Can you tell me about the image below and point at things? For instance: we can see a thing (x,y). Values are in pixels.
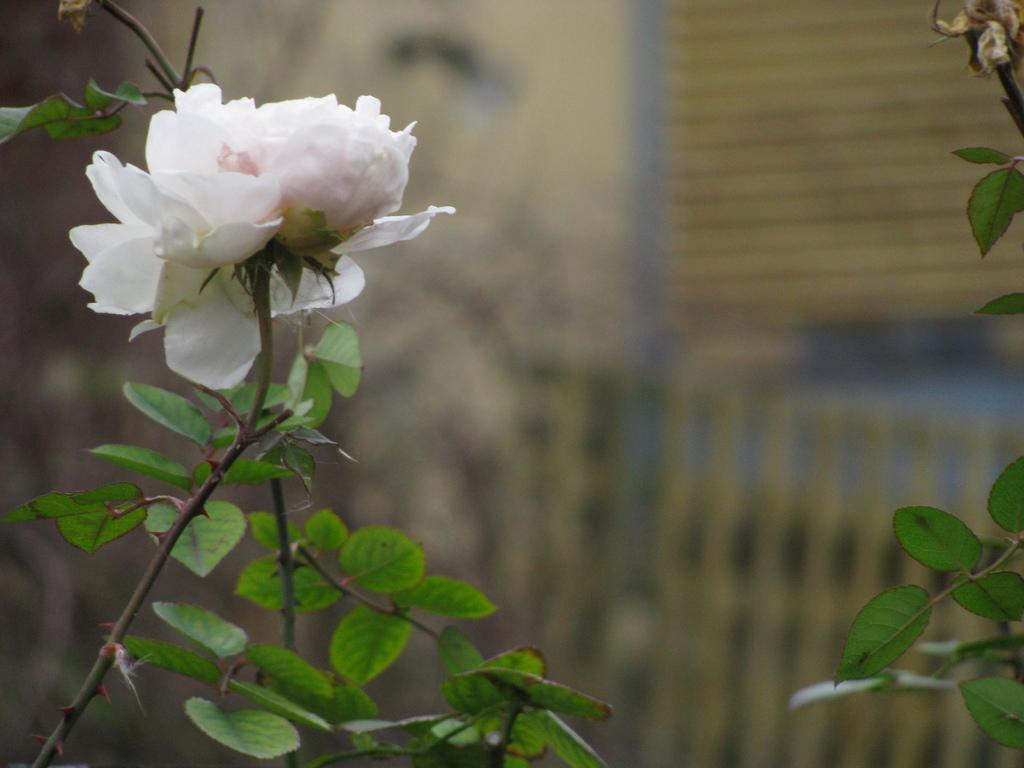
This image consist of a flower (234,357) which is in the top left (259,221) and the background (667,375) is blurry.
